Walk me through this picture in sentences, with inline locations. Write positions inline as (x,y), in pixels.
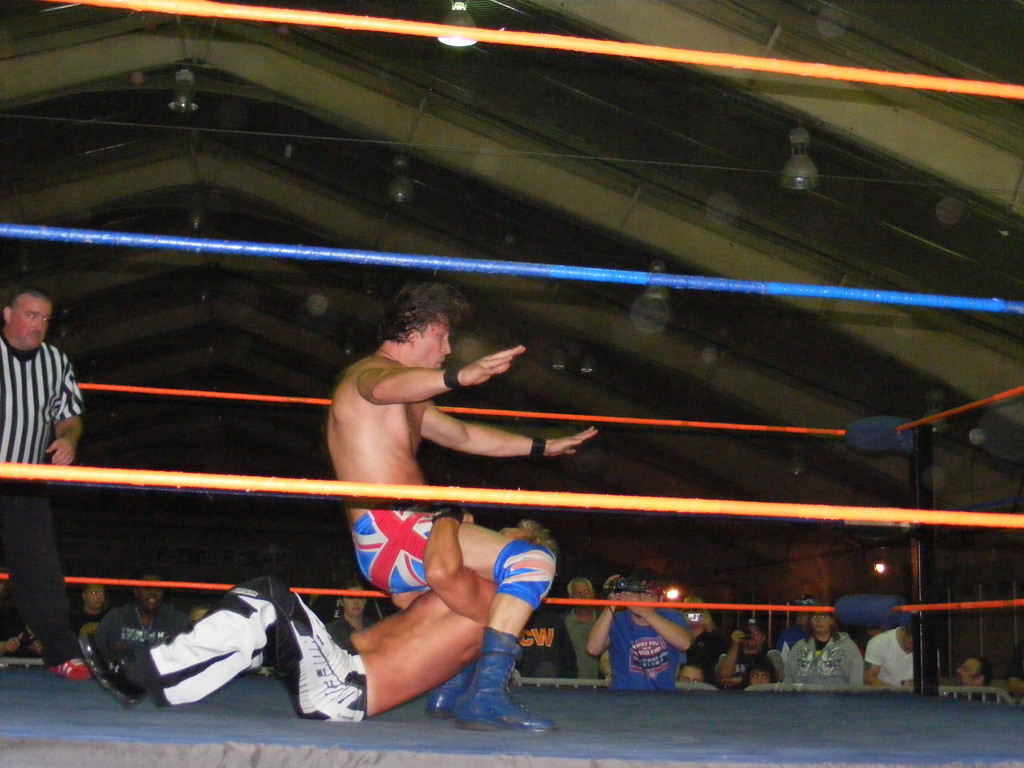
In this image in the center (439,372) there are two people (384,456) who are fighting and they're in a boxing ring (919,603), and on the left side (53,412) there is one person (54,398) standing. In the background (632,619) there are a group of people (619,619) standing, and some of them are holding cameras (694,619) and at the top (617,158) there are some lights (808,172), wires (827,177) and ceiling (562,212) and it seems that there is fence (672,683).
